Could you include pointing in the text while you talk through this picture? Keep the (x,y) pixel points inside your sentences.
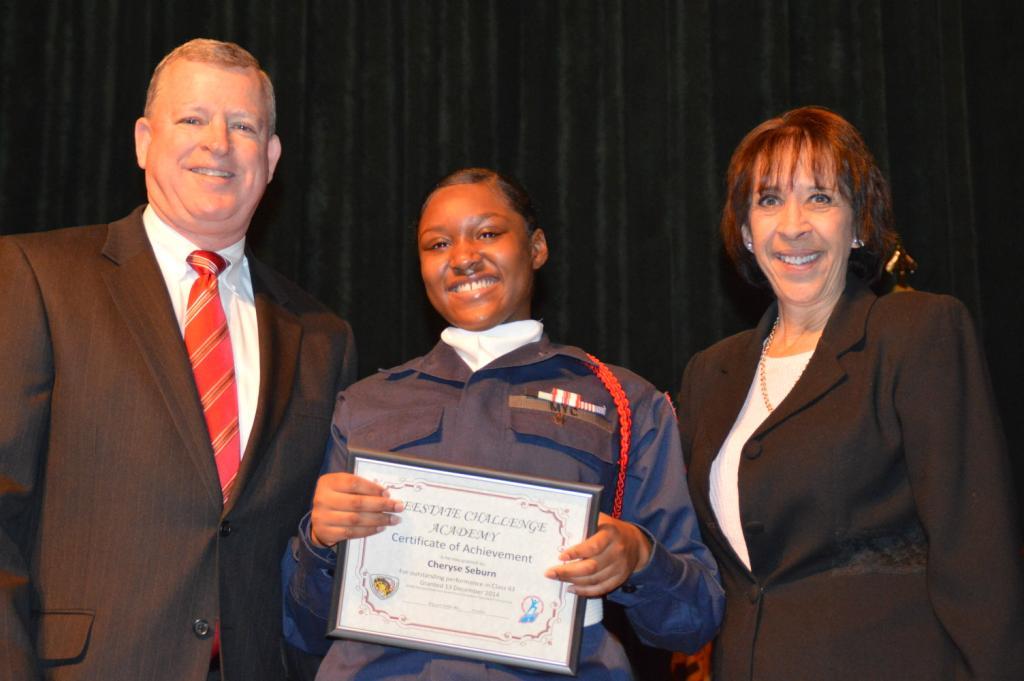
In this image I can see three people (546,406) with different color dresses (481,443). I can see one person (511,431) holding the board (459,570) and I can see the black background (412,34).
